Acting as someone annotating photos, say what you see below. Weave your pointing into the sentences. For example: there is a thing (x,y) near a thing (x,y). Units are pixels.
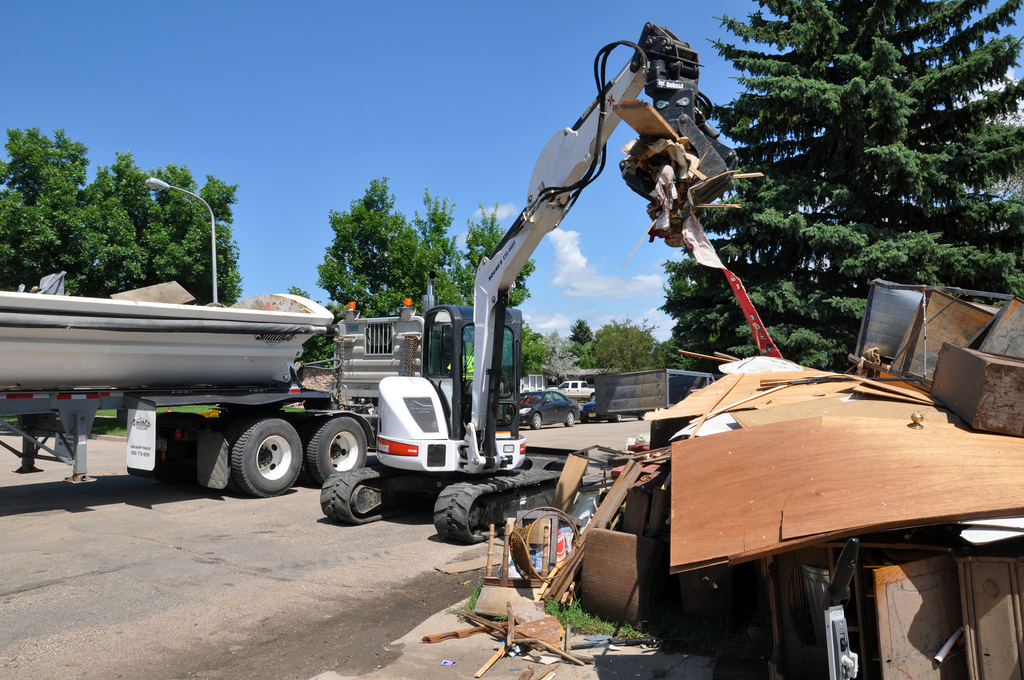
There is a jcb (431,417) which is white in color and there is a vehicle (341,357) beside it and there are trees (928,174) on either sides of it and there are some other objects (841,491) in the right corner (830,506).
